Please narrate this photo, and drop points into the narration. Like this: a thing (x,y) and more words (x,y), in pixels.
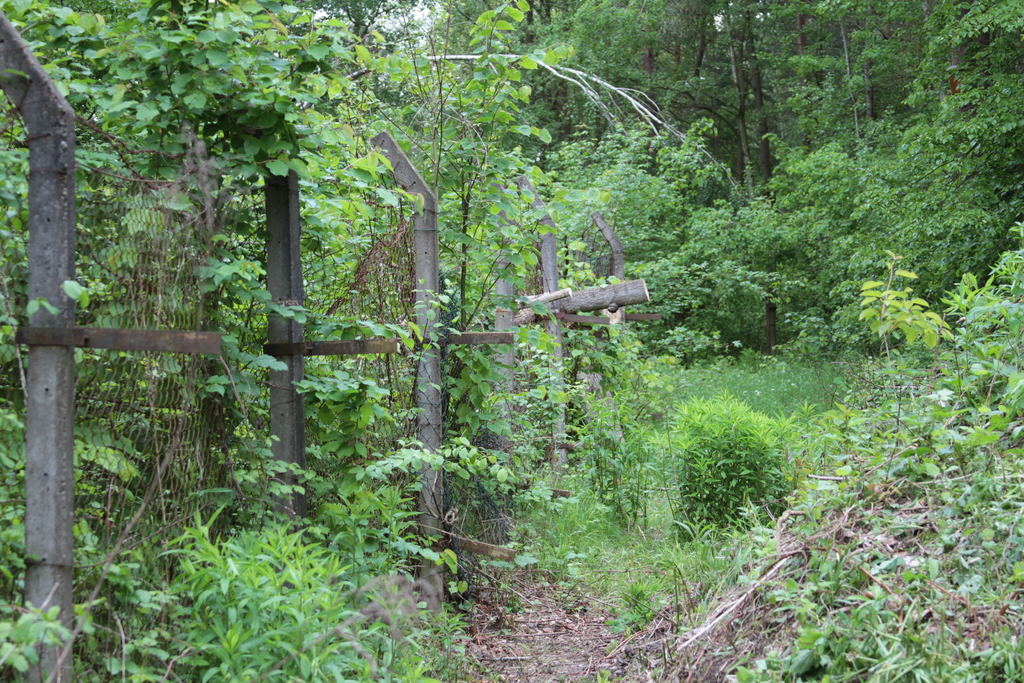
In this image I can see many plants (788,477) and trees (761,173) on the ground (686,609). On the left side (170,326) there is a net fencing (165,348).
